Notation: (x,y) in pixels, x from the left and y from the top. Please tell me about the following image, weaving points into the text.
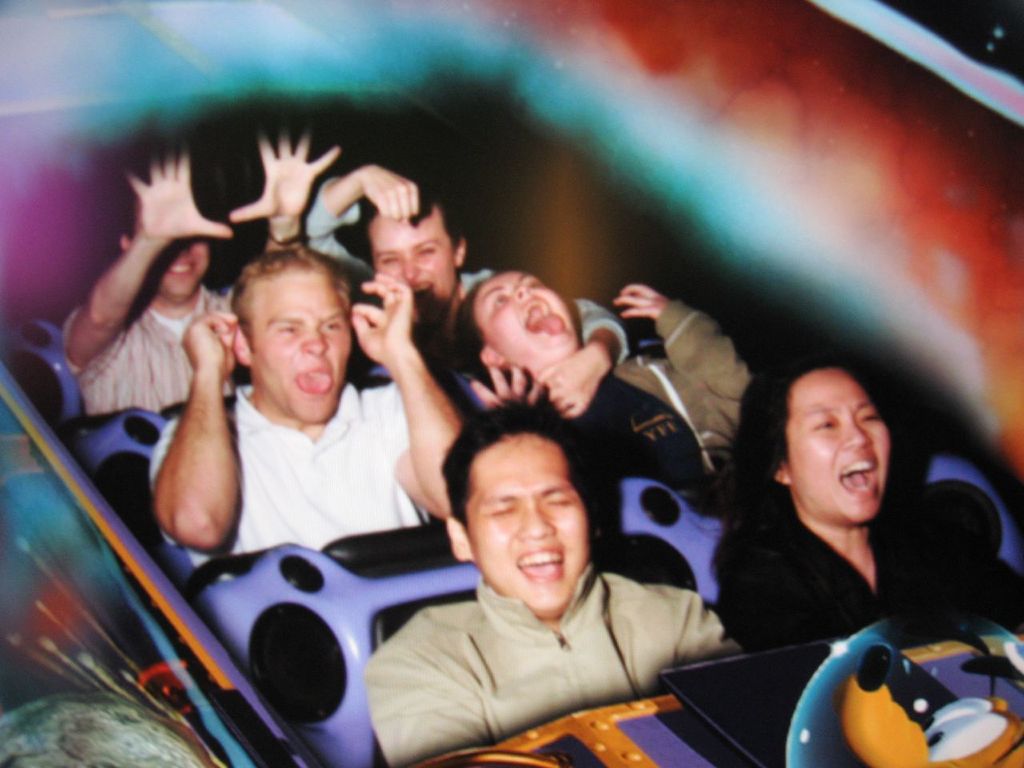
Here I can see a few people (362,320) are sitting in a roller coaster (186,560) and laughing. The background (161,98) is blurred.
